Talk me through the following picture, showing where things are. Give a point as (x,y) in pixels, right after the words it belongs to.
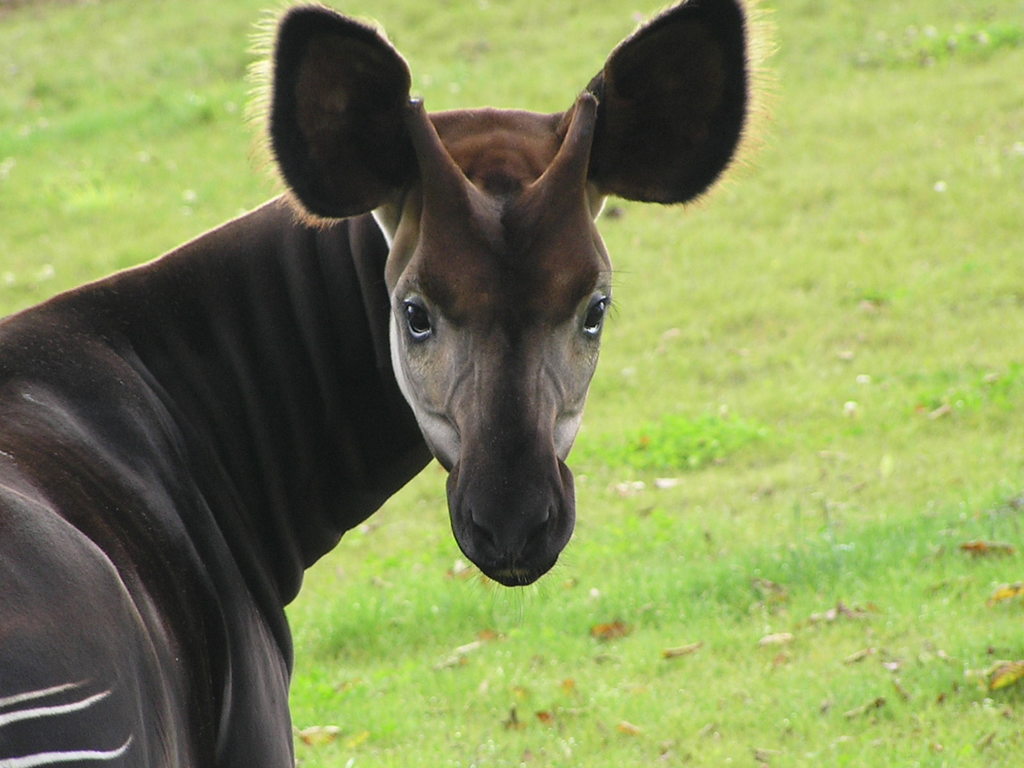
In this image, we can see an animal (214,715) and we can see the ground (945,633) covered with grass (950,666) and leaves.
